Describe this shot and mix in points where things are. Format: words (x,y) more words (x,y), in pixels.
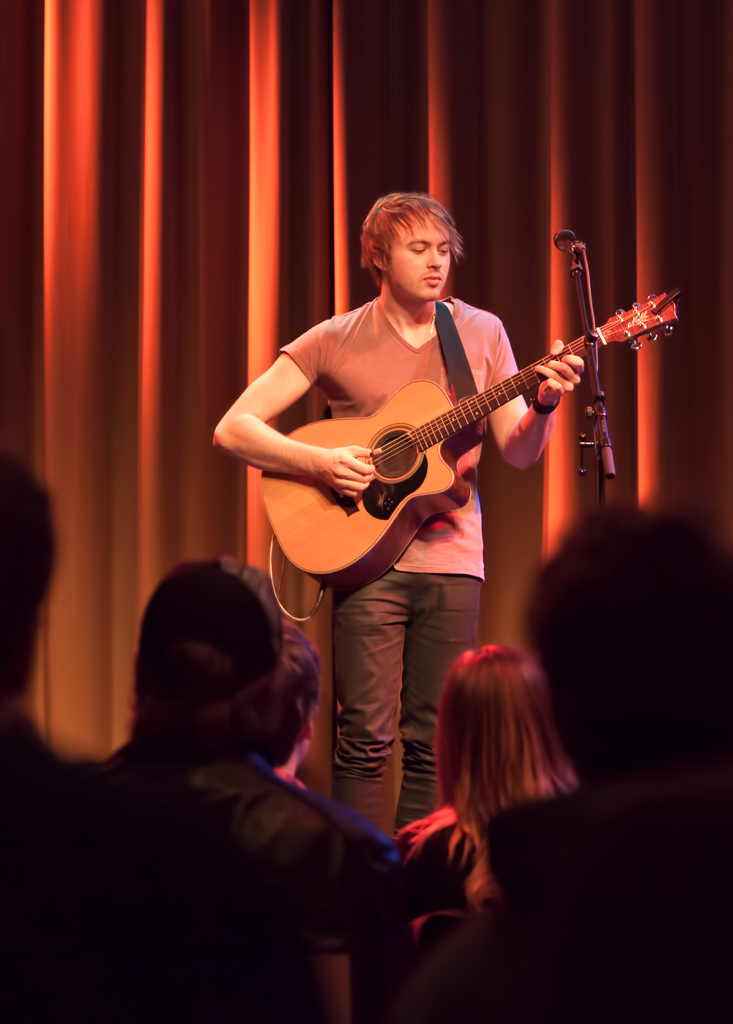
He is a man (449,236) standing at the center (246,433). He is holding a guitar (298,511) in his hand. There is a microphone (573,237) in front of him. There is a group of people (574,610) who are sitting and watching him.
